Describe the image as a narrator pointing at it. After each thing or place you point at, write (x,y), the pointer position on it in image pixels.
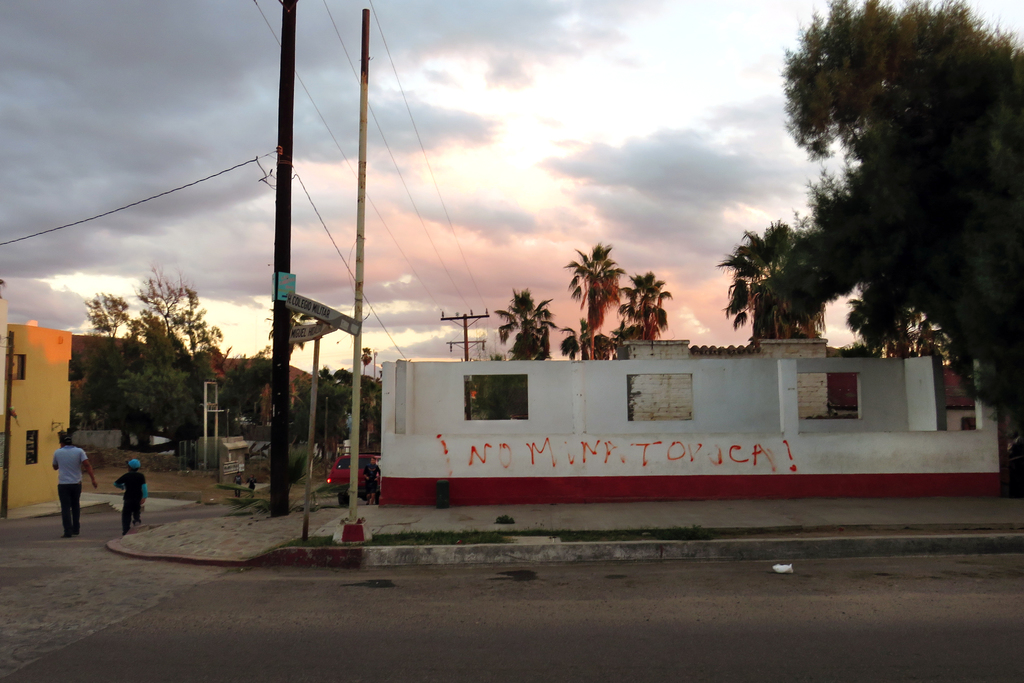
In the bottom left corner of the image (68,506) two persons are walking. Behind them there is a building (19,340) and there are some trees (168,349). In the middle of the image (360,256) there are some poles (282,256) and sign boards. Behind the poles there are some buildings (964,444) and trees (333,380) and vehicles (354,465). At the top of the image (522,12) there are some clouds (65,49) and sky (416,291).
